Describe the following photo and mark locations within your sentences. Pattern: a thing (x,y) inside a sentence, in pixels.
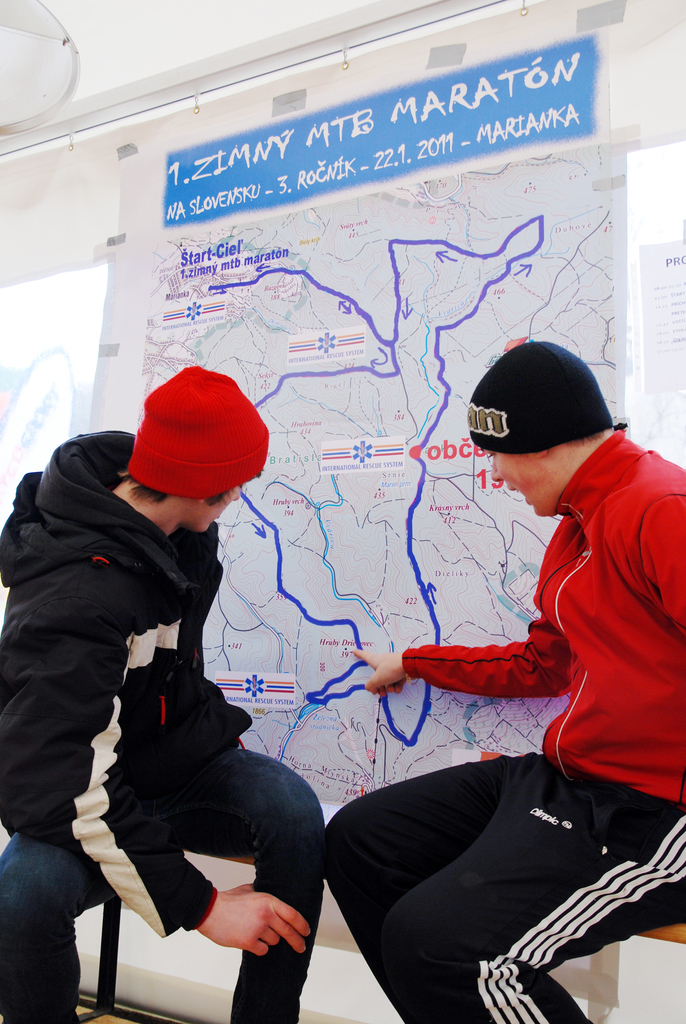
In this picture there are two boys (142,708) wearing a black and red color hoodies (122,761) sitting on the bench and looking to the map banner (305,523). Behind there is a glass wall (52,367).
